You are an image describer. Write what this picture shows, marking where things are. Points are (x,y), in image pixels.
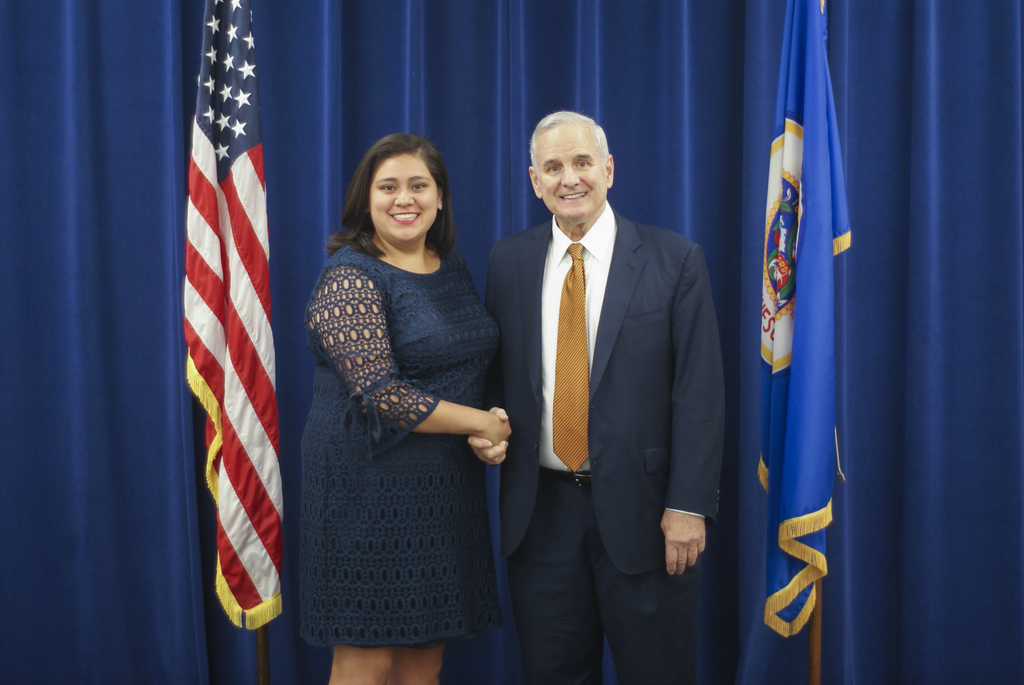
In this image we can see two people (714,366) standing on the floor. They are shaking their hands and there is a pretty smile on their faces (551,205). Here we can see a man (546,230) on the right side (719,411) and he is wearing a suit (641,277) and a tie (568,394). Here we can see the flags (257,313). In the background (748,169), we can see the blue color decoration cloth (588,68).
